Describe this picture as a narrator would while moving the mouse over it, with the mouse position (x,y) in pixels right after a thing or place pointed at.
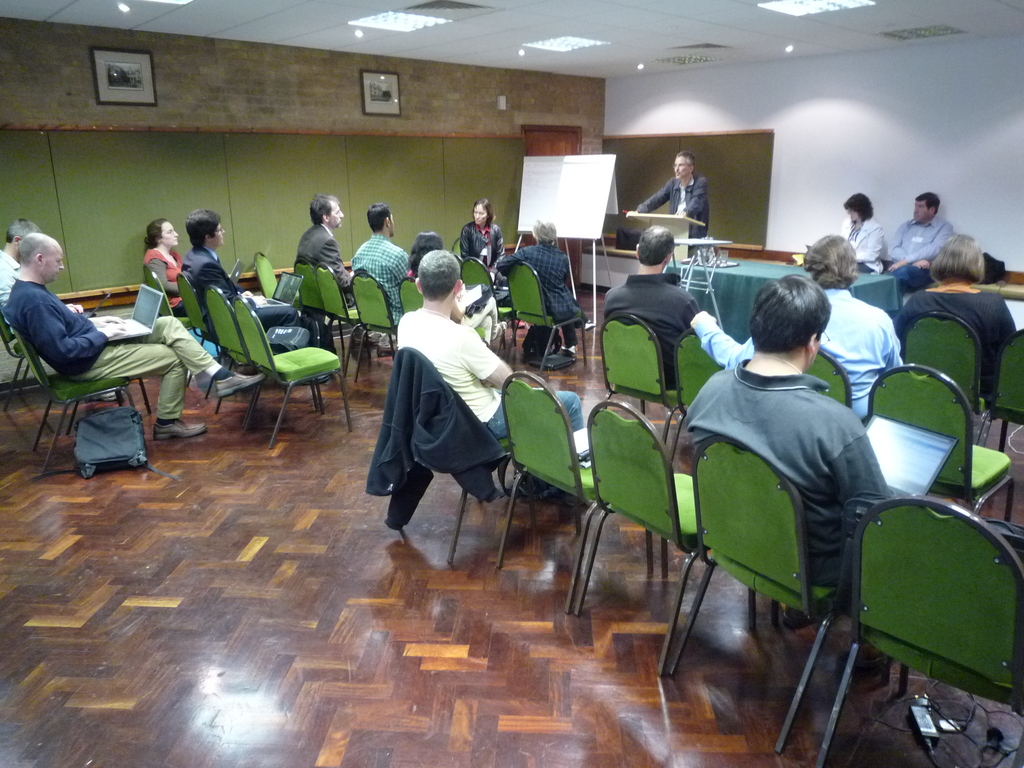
This a picture of a room (671,552) where we have some people (814,422) sitting on the chairs (275,284) and there are two frames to the wall (23,177) and a desk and a white board (571,167).
